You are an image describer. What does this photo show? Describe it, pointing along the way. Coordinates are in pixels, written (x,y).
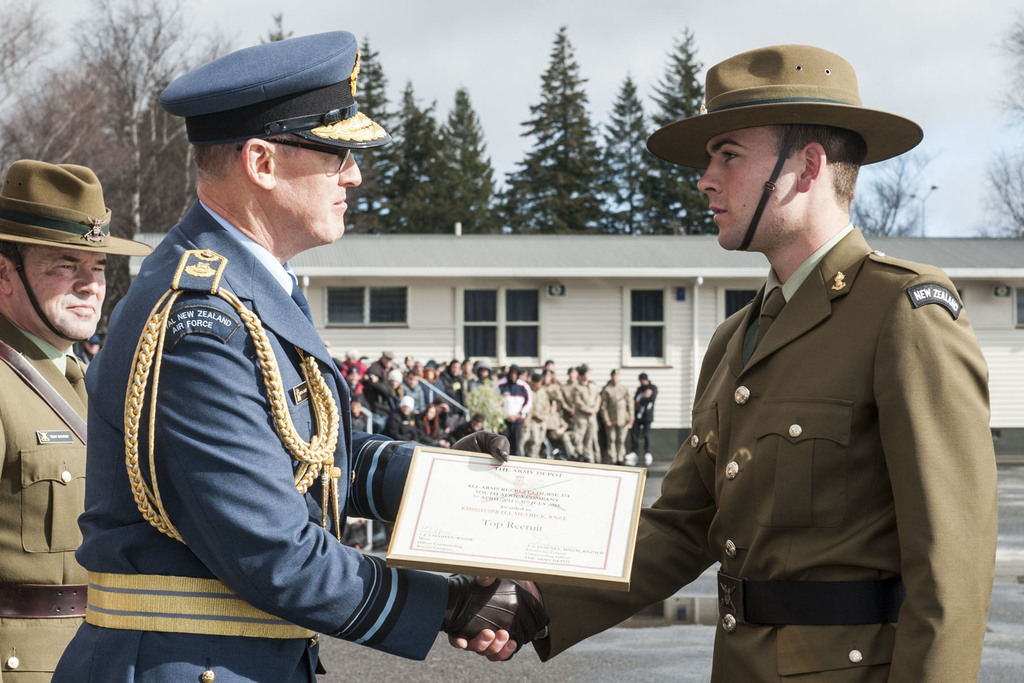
In the image in the center (479,436) we can see two persons (95,381) are standing and they are wearing cap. And one person (179,392) holding frame (631,497). On the left side of the image (19,399), we can see one person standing and wearing cap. In the background (585,53) we can see the sky (374,11), clouds (981,102), trees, buildings (940,262), windows (665,321) and group of people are standing.
